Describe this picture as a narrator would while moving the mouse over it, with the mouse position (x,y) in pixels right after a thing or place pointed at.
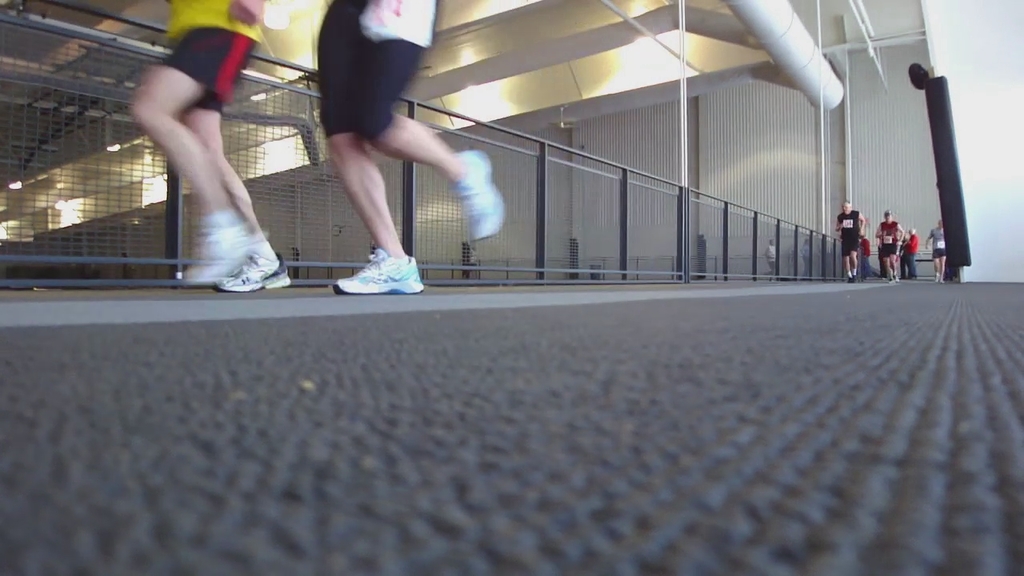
In this picture, it seems like people (157,93) running in the foreground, there are people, it seems like a building (649,139) and light (624,80) in the background (574,113).
